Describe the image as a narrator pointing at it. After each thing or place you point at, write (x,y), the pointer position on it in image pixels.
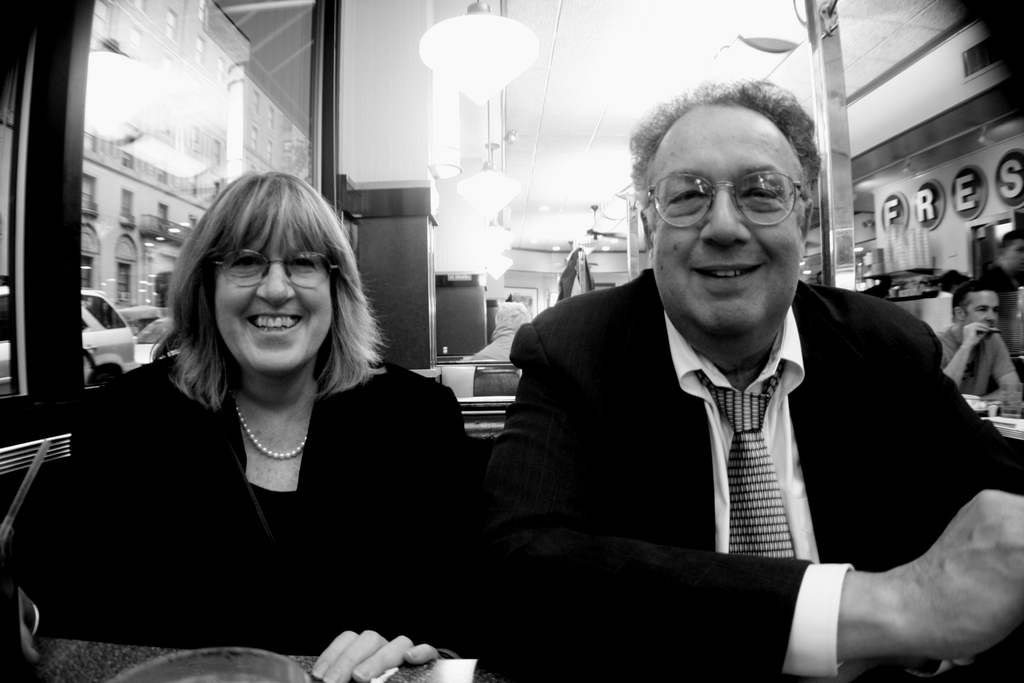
This is a black and white image. There are two persons (973,650) in this image. One is man (507,433), another one is a woman (167,435). There are lights (467,92) at the top (489,63).
